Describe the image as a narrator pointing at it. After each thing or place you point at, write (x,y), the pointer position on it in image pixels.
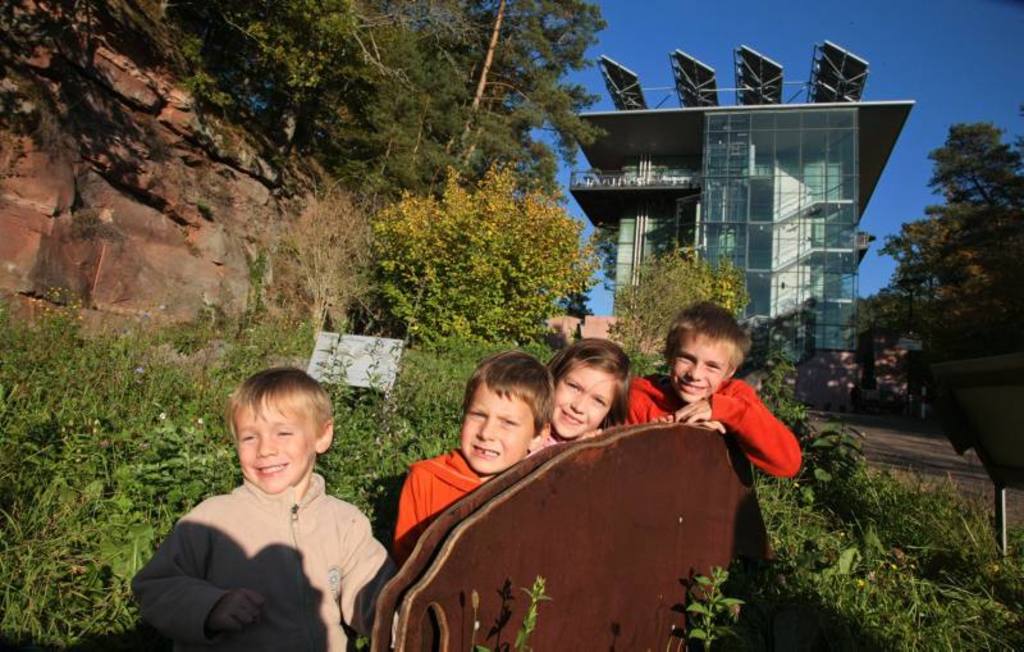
This picture is taken from outside of the city and it is sunny. In this image, in the middle (551,419), we can see four kids (727,366) standing in front of the wood wall (498,555). On the right side (1010,339), we can see some trees (992,310), plants (965,544). On the left side (196,87), we can also see some rocks (162,192), trees (391,210), plants (439,328). In the background (798,255), we can see some trees (732,287), glass building (822,197). At the top (933,31), we can see a sky (893,208), at the bottom (950,448), we can see a road (898,430) and grass (959,568).
